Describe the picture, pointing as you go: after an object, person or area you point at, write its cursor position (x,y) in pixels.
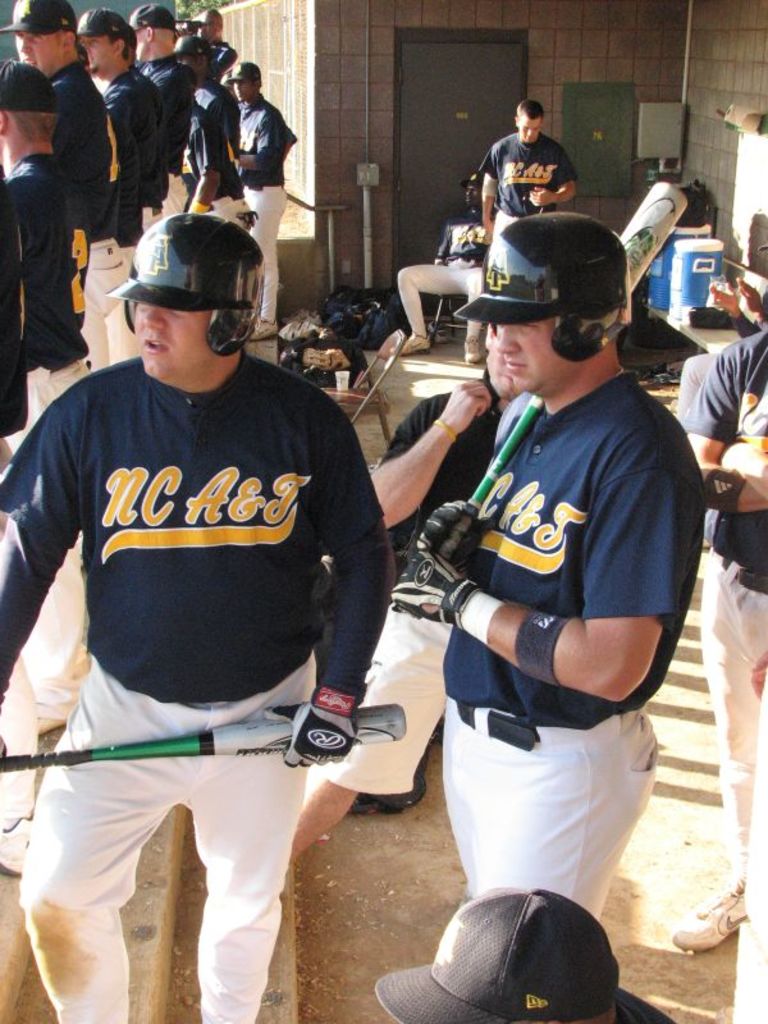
In this image I can see the group of people (135,363) with navy blue and white color dresses (244,770). I can see few people (217,464) with helmets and caps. I can see few people (158,820) are holding the baseball bats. In the background (316,360) I can see few objects (338,360), door (458,158) and the wall (731,100).
